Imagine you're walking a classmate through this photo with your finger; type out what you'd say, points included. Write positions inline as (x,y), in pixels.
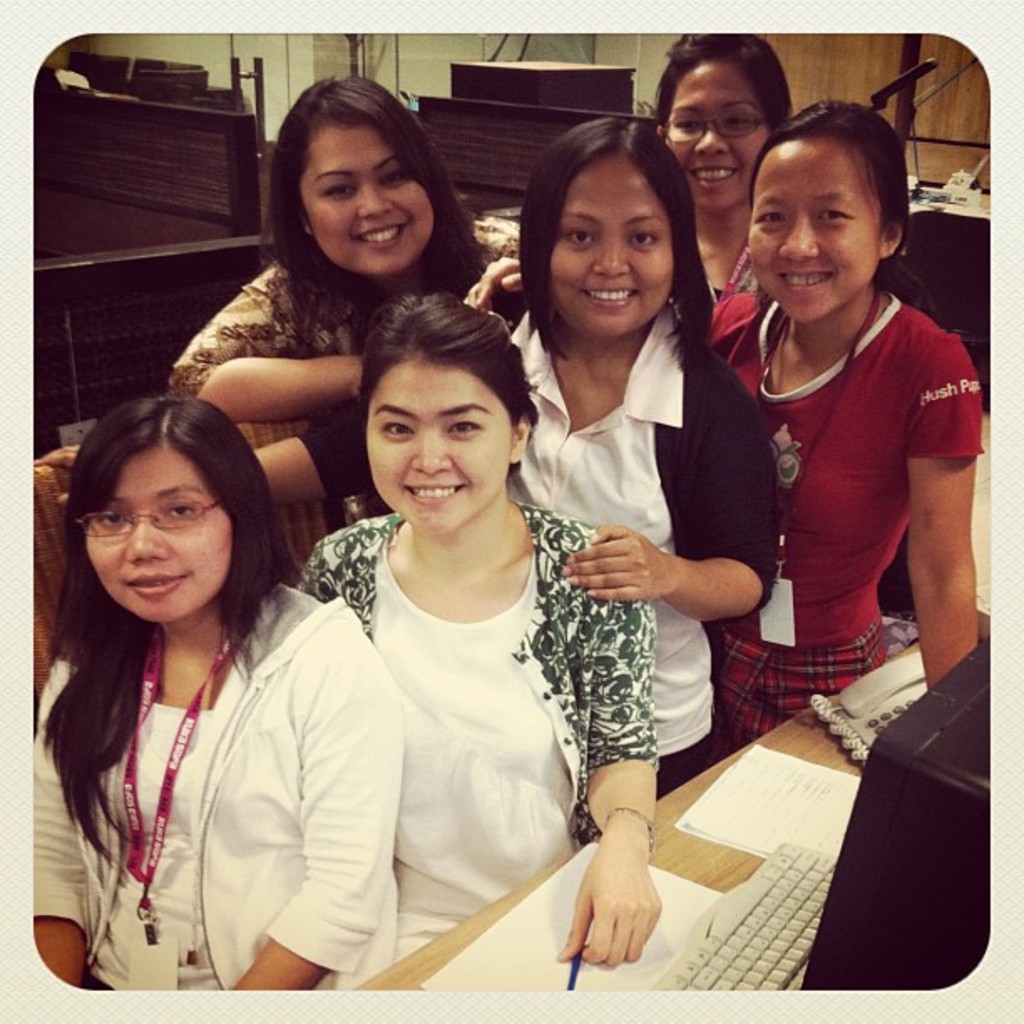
In the picture I can see some persons (385,613) standing and posing for a photograph, on right side of the picture (837,883) there is monitor screen (885,915), keyboard (804,946), telephone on table (720,882) and in the background (42,314) there are some wooden objects (237,202).
